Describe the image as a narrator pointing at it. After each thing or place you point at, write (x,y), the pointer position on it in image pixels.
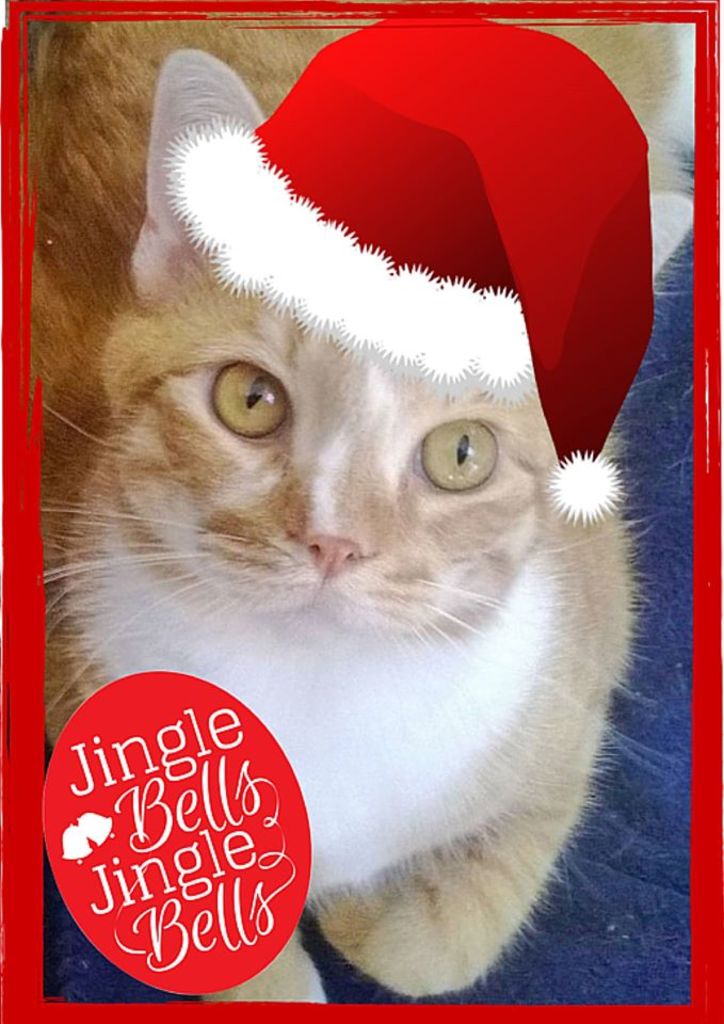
In this image we can see a cat (288,671) on the blue color surface (634,865). Here we can see the red color frame (715,117) and here we can see the edited text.
